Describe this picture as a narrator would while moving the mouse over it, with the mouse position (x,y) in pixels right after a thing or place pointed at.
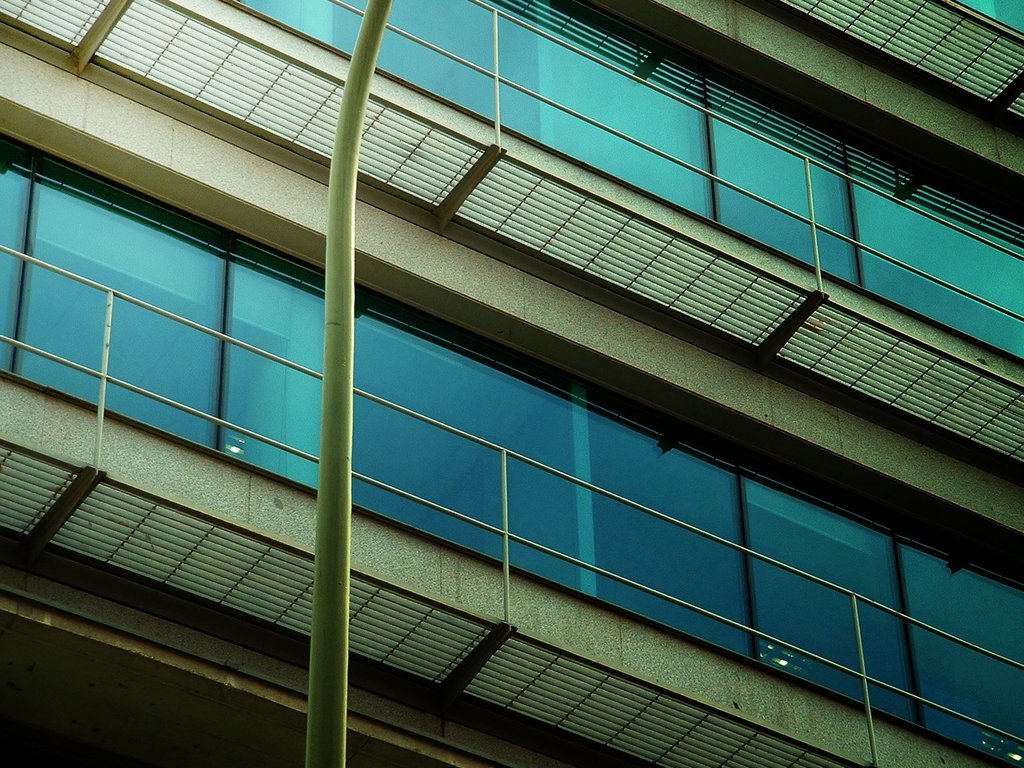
In this image I can see there is a pole (370,12) in the middle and this building (620,392) has many glass windows (452,341).
